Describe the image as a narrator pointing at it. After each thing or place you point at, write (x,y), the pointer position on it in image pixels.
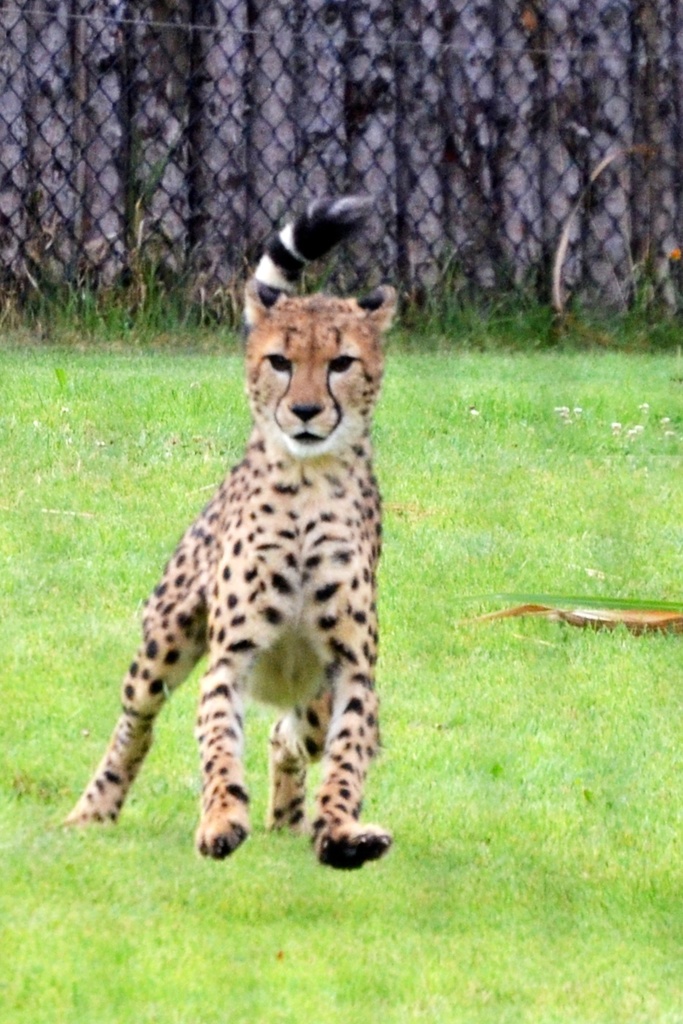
In this image, we can see a cheetah (255,638) is running on the grass (70,709). At the top of the image (392,222), we can see the mesh (232,283). Through the mesh (232,283) we can see wooden poles (399,157).
